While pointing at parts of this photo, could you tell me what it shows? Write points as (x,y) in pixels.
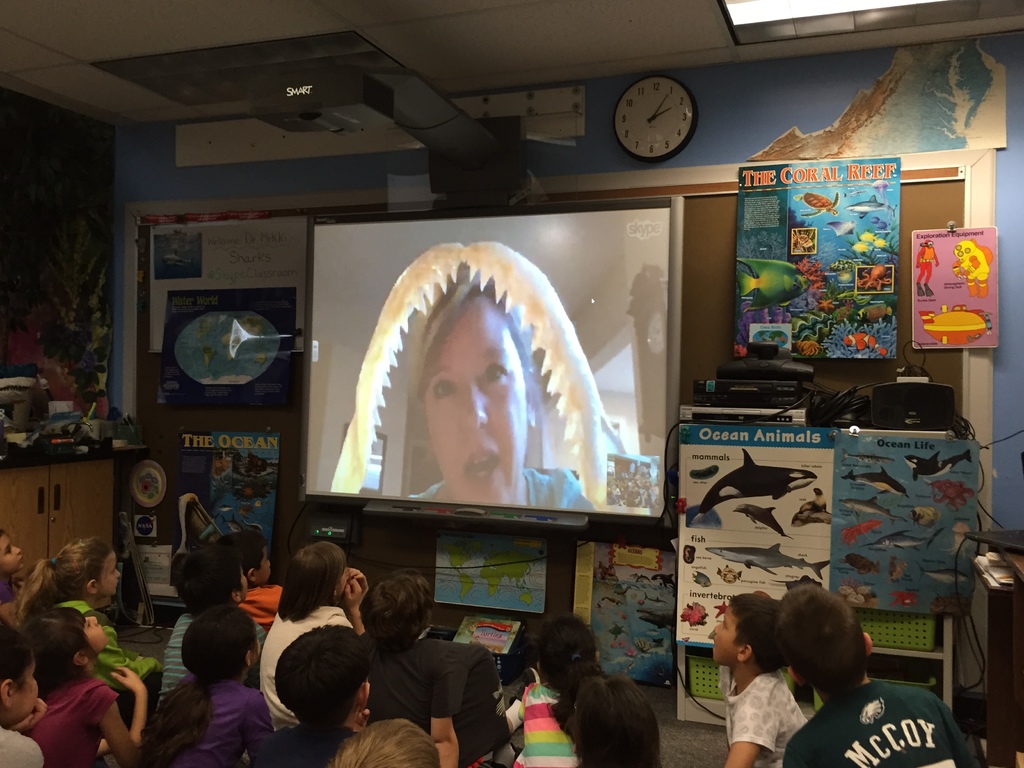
At the bottom of this image (297,603), there are children (356,606) in different color dresses (861,721) sitting on the floor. In front of them, there is a screen (544,457), there are posters (829,216), a clock (628,99) arranged and there is a light (830,6) attached to the roof (526,57).
